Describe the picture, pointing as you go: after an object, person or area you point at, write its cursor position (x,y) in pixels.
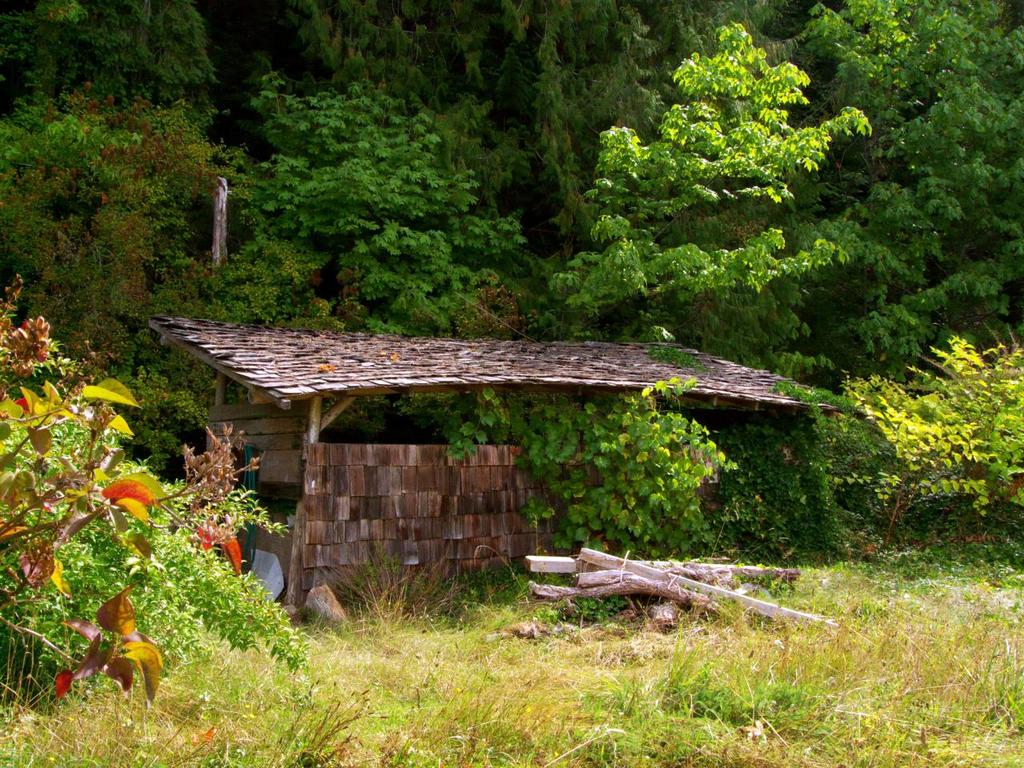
In the center of the image (403,491) there is a shed (618,443). At the bottom (454,725) we can see logs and grass (587,693). In the background (148,112) there are trees (468,288).
